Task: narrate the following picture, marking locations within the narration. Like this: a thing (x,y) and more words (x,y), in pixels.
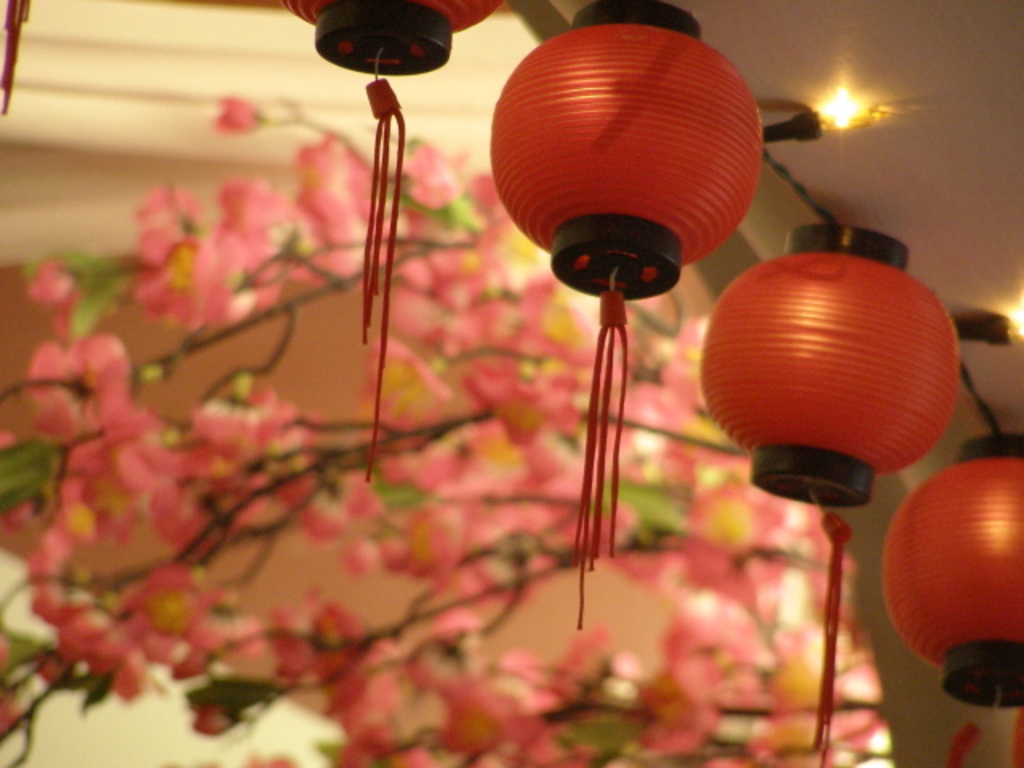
At the top right of the image (918,140) there is a roof (885,120). There are a few lights (849,109) and there are a few paper lamps (572,130). In the middle of image (348,265) there is a plant (659,548) with stems (221,509), leaves (631,728) and many flowers (96,342) which are pink in color. In the background (587,624) there is a wall (350,363).
